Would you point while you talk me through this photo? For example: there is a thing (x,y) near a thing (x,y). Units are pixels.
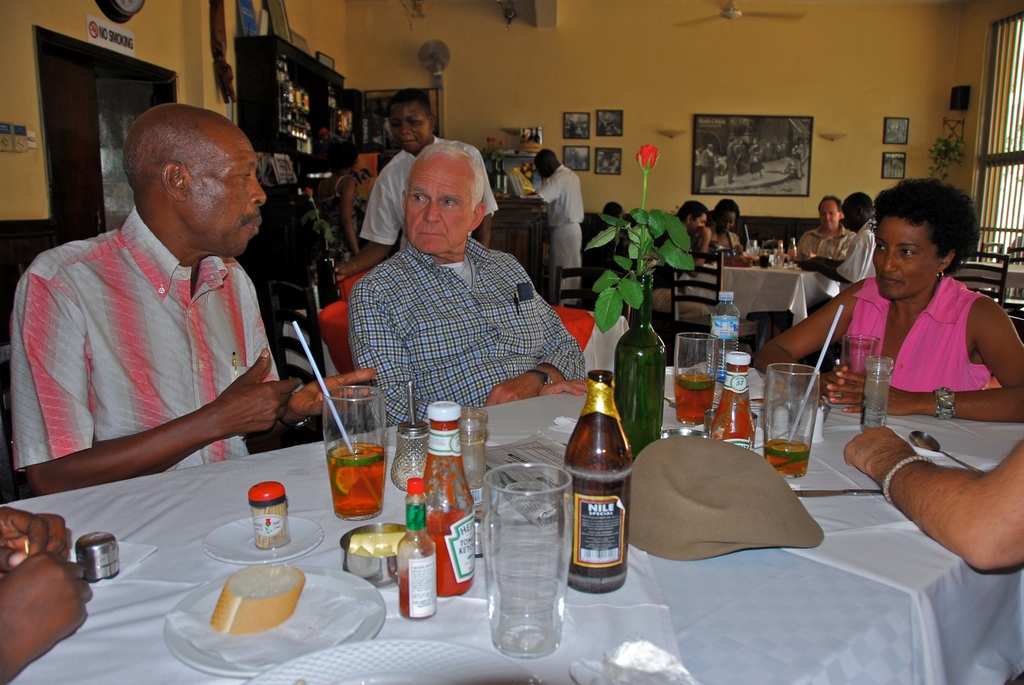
The picture is taken inside a room (299,374). There are tables (671,393) chairs (577,299) surround it. People (525,368) are sitting. On the table (761,379) there are bottles (435,479), glass (487,520), food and some other stuffs (344,535). In the background (728,164) on the wall (607,137) there are paintings (770,169), there is a cupboard (318,80). On the left (159,83) there is a door (159,83). on the right (1016,62) there is a window (1016,112). On the left (58,324) a person (92,308) is talking to few persons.
